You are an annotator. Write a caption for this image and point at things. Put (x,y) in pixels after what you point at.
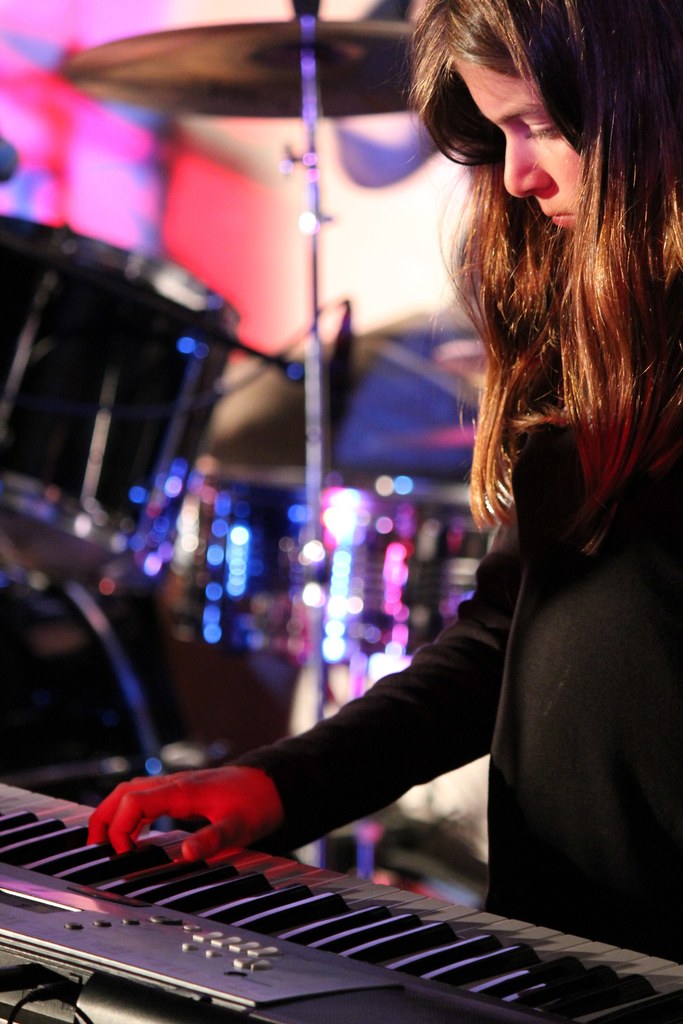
In this image I can see a girl (386,756), a musical keyboard (290,885) and a drum set (91,481).
